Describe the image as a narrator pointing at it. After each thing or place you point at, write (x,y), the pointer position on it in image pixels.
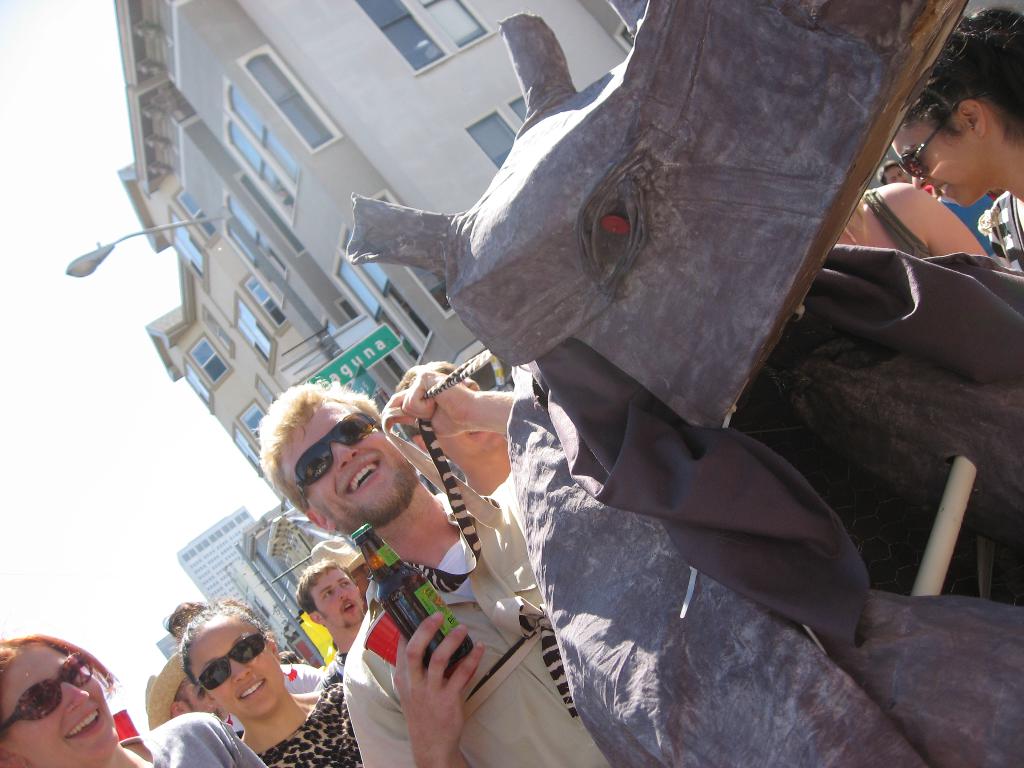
In this image there are few people (354,620) standing on the road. There is a man (506,709) in the middle (381,448) who is holding the glass bottle (422,614) with one hand (440,694) and a strap (434,448) with another hand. In the background (276,359) there are buildings (247,313) with the windows (198,245). There is a light pole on the footpath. To the pole (90,266) there is a board (344,360).
